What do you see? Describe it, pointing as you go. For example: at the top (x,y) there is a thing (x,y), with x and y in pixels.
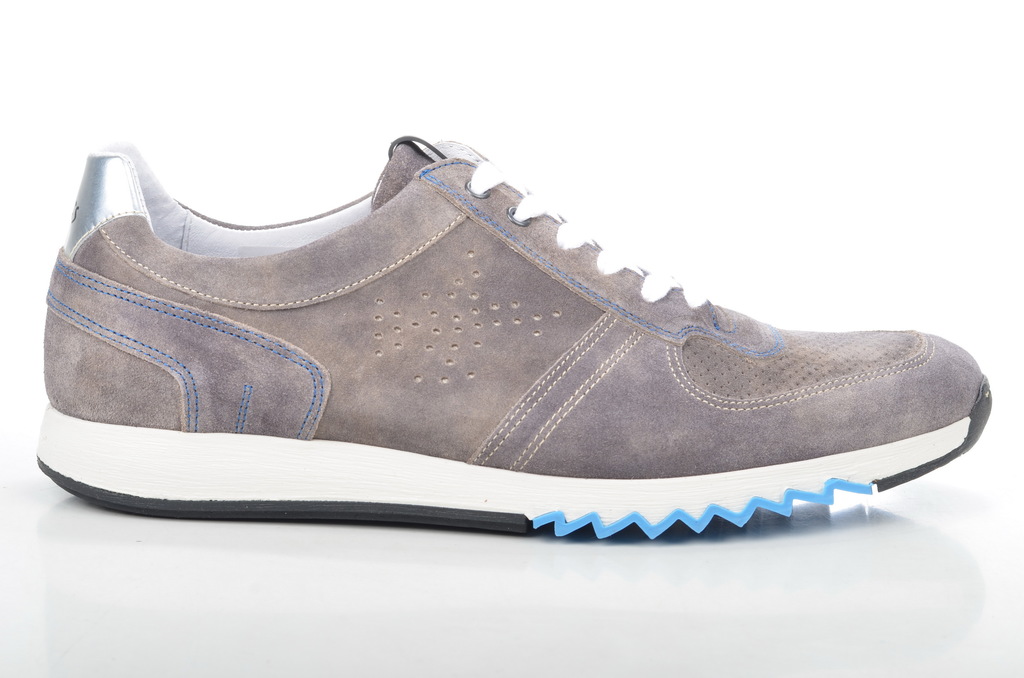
In the center of the image (592,248) there is a shoe (531,478).
